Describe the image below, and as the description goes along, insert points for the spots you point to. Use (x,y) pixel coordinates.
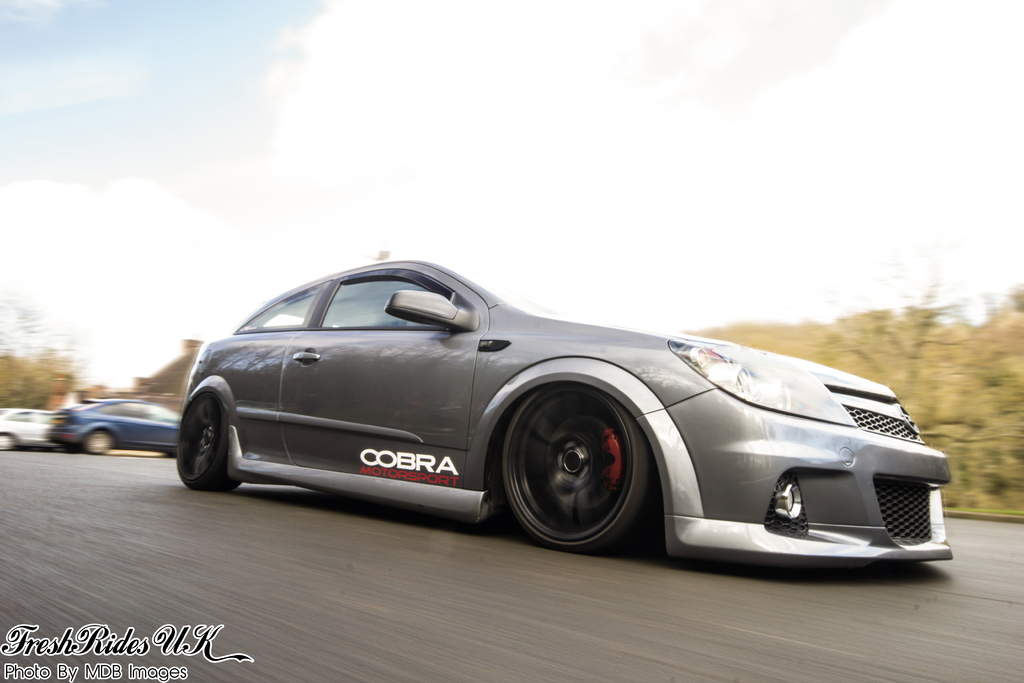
In the image there is a car (468,497) going on road (782,653) and behind there are two cars (60,438), in the background (1001,433) there are trees (972,424) and above its sky (324,143) with clouds (464,187).
